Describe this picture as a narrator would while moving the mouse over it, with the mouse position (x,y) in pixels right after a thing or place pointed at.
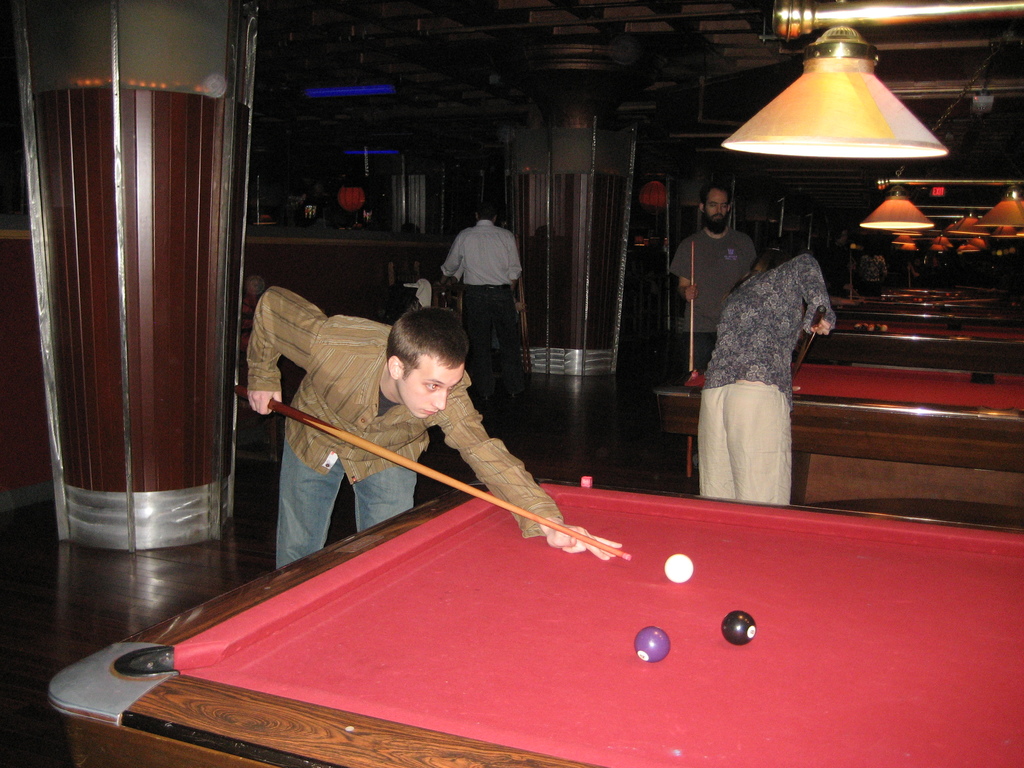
Here we can see a three persons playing a snooker. Here we can see a person (485,202) standing and he is on the top center (463,243).
